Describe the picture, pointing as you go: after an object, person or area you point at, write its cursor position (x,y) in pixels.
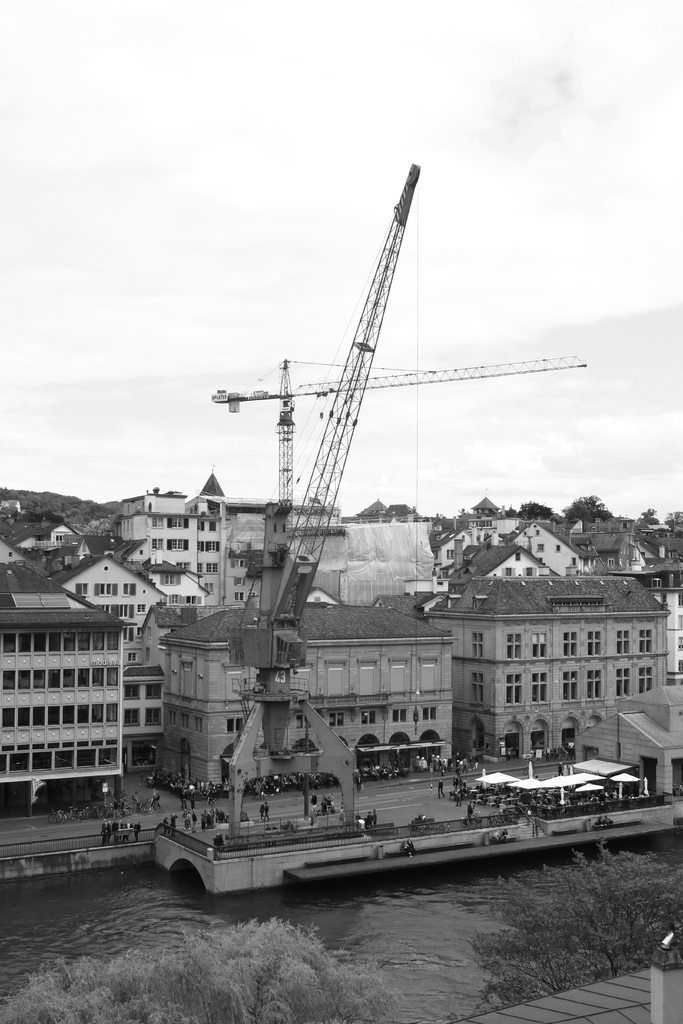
In this image I can observe a mobile crane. In middle (346,618) there are some buildings (357,723). In foreground (41,966) there are two trees (521,972) and a river (392,913) is flowing.
